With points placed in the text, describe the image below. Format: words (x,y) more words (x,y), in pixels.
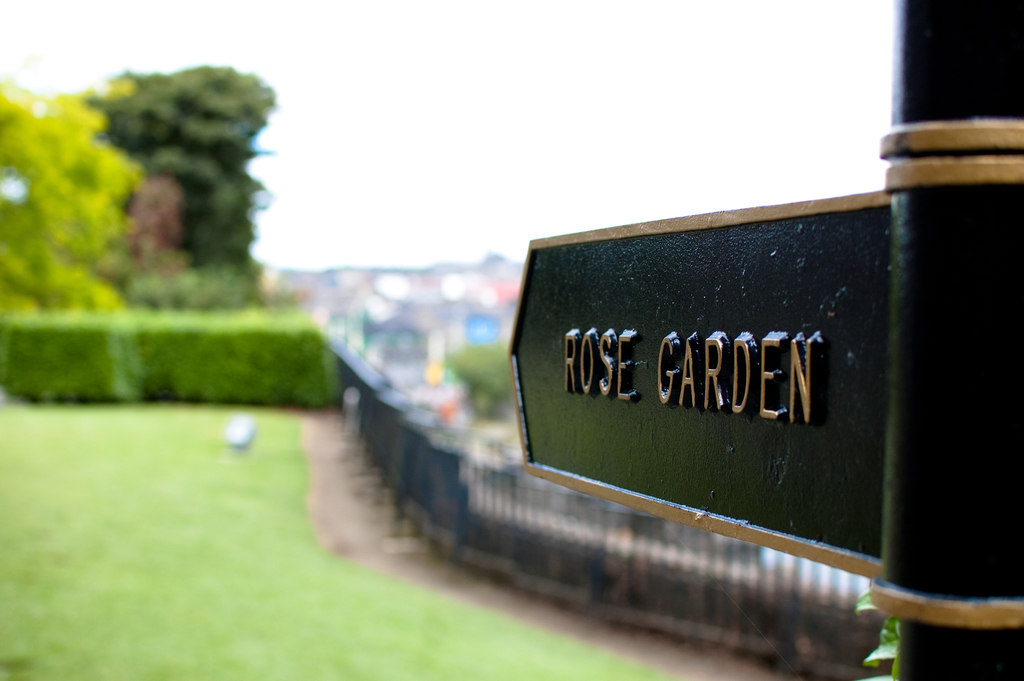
Here in this picture we can see a name board (626,313) present on a pole (890,328) over there and we can see the ground (444,593) is fully covered with grass (219,531) and we can also see a railing (804,625) present and we can see bushes (191,330), plants (177,234) and trees (151,220) present over there.
